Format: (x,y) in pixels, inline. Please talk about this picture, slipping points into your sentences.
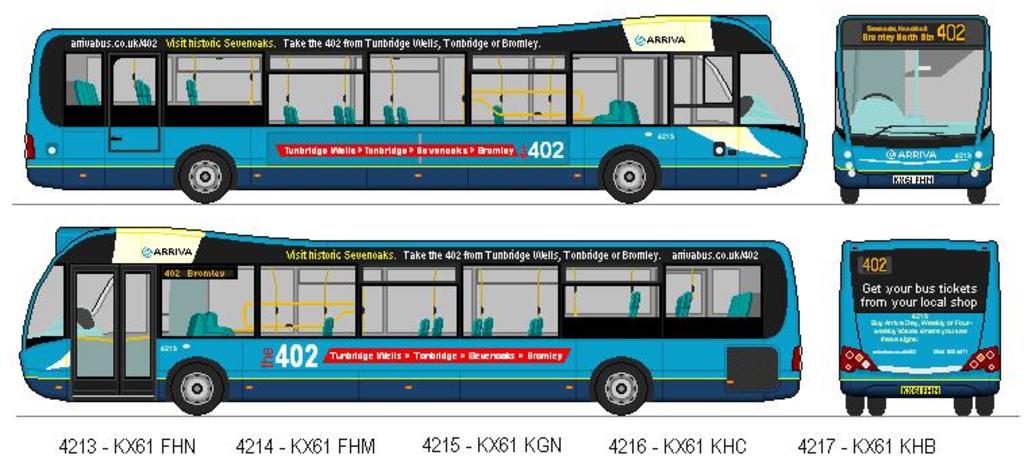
Here in this picture we can see digital images (343,184) of buses (413,163) present and we can also see some text (300,249) present.
